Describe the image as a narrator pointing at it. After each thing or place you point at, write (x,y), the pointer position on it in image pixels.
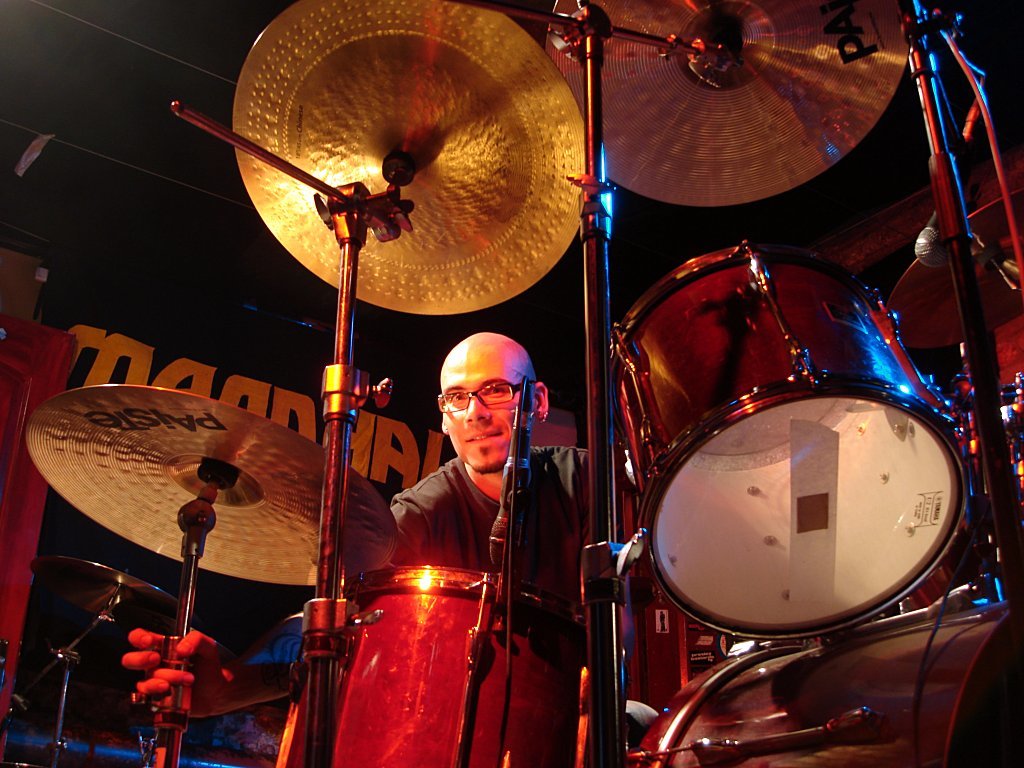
In this image we can see a musical instruments (499,597) and a man (195,660) holding a musical instrument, there is a mic (937,253) near the musical instruments (541,124) and in the background (233,277) it looks like a wall (910,254) with text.
